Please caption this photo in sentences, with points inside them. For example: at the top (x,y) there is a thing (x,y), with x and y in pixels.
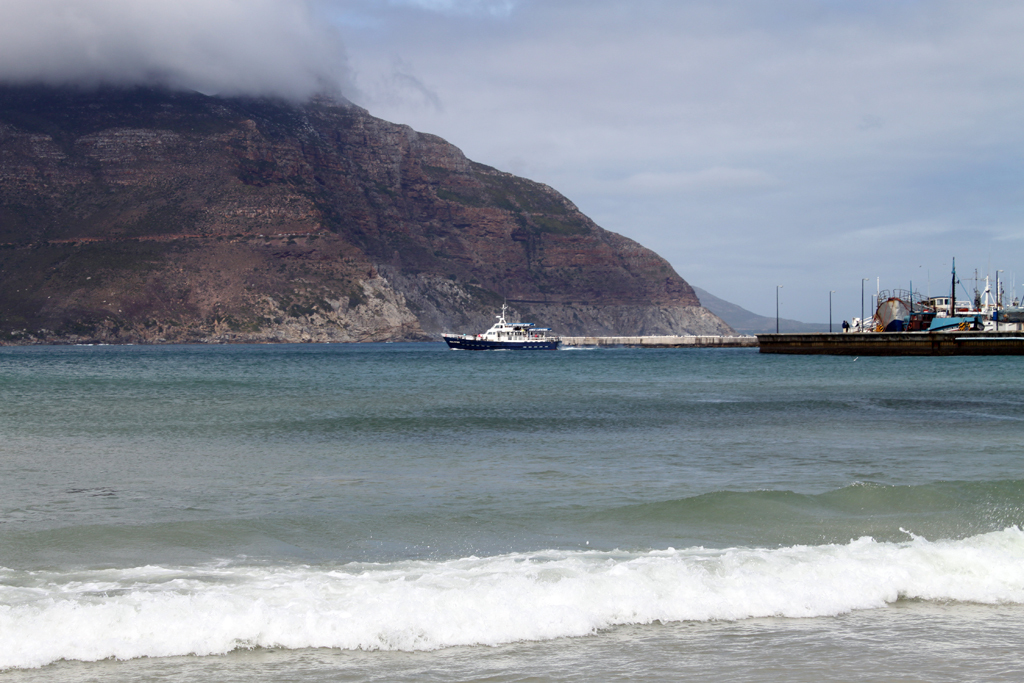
In the background (554,69) we can see the sky (837,189) and hills (126,213). In this picture we can see ships (951,297), water (970,375) and poles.
